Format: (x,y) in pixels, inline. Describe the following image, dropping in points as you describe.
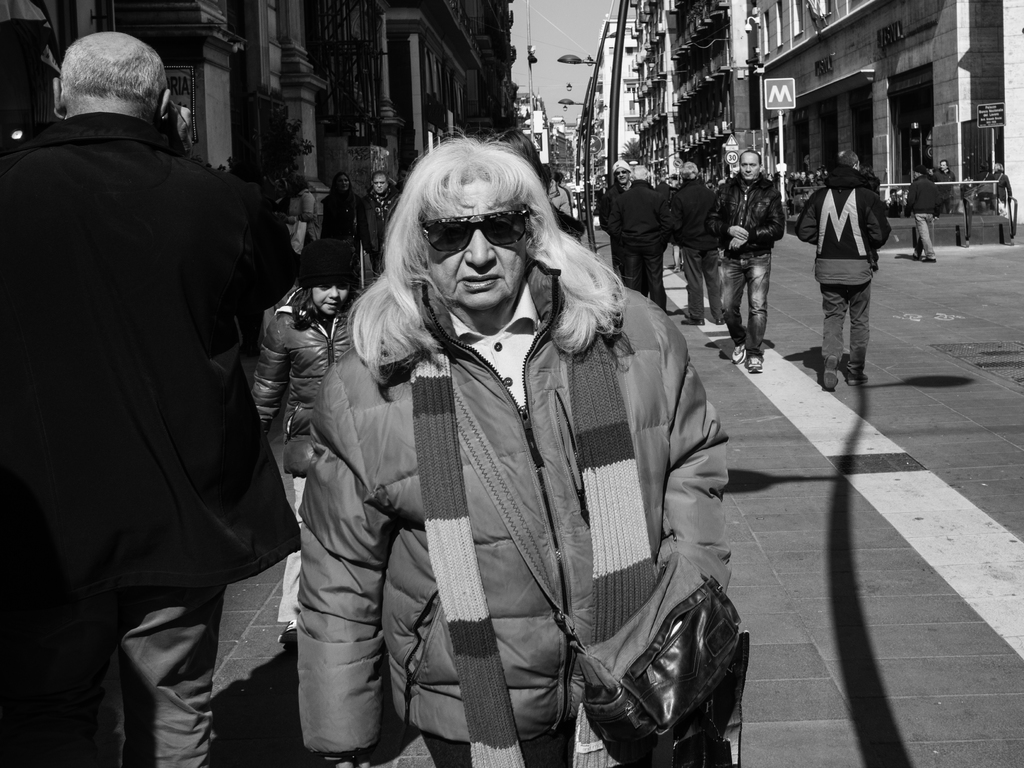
This is a black and white image, there are many people (445,499) walking on the road (949,477) with buildings (870,139) on either side of it and above its sky (560,38).
